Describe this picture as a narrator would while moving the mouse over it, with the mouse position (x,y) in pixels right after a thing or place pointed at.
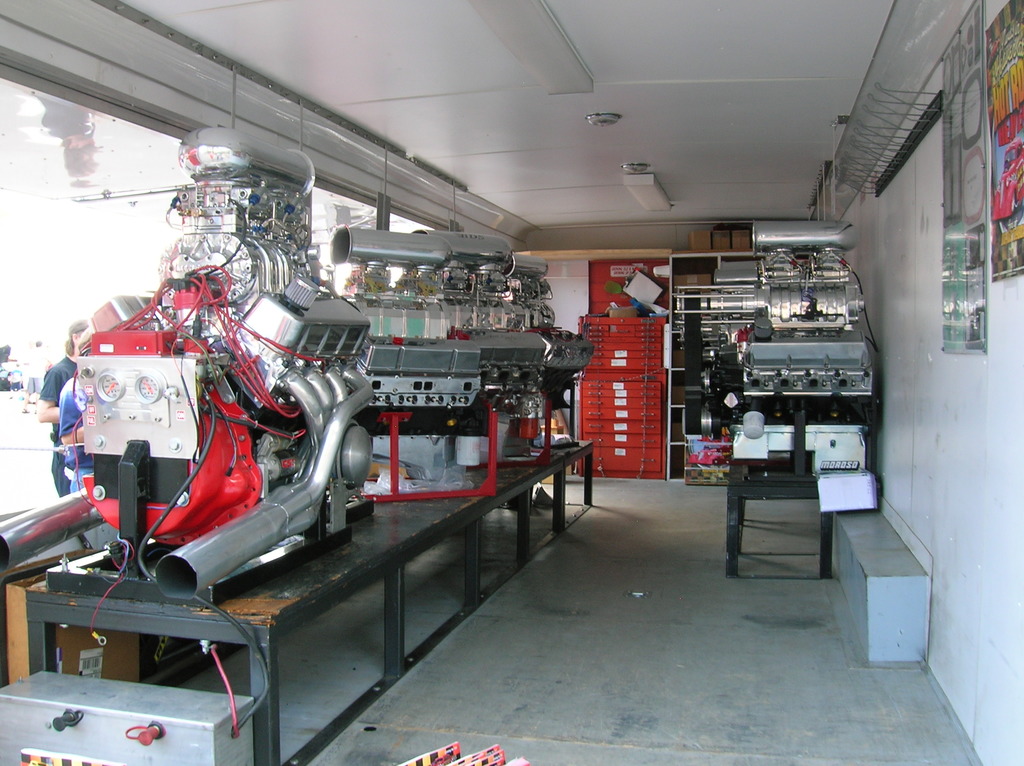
In this image I can see machines (790,348) on tables (390,529). Here I can see a wall (928,294) on which some objects (950,288) attached to it. I can also see lights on the ceiling (573,209) and some machines (696,332) on the floor (772,550).
